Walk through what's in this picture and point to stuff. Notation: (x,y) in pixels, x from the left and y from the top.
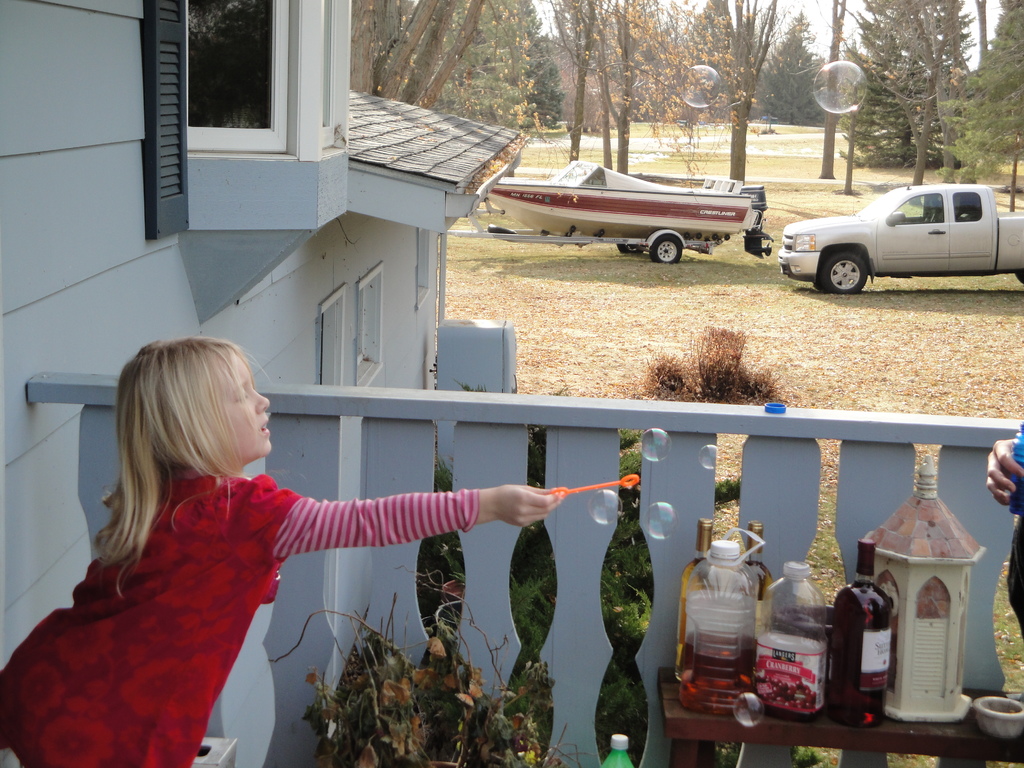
In this image i can see a girl (178,504) and a table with a couple of objects (816,617) on it. I can also see a vehicles (819,229) on the ground (750,266) and few trees (637,110).
